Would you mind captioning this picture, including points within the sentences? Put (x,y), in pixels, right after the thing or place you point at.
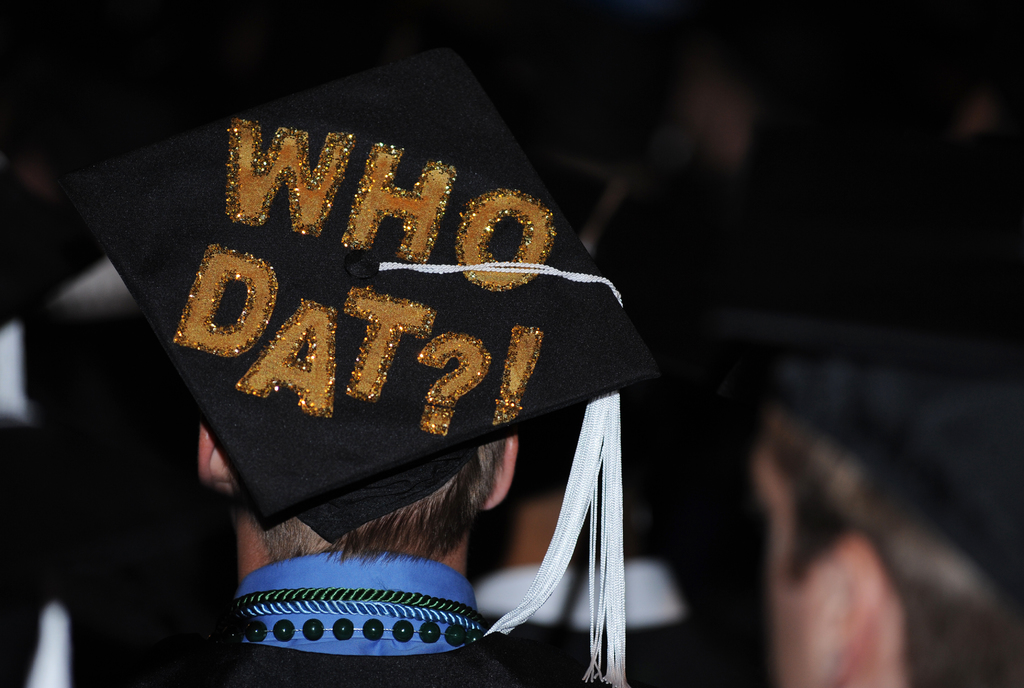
In this image there is a person (374,454) standing wearing convocation cap (543,306) on the head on which there is some text (279,329).
